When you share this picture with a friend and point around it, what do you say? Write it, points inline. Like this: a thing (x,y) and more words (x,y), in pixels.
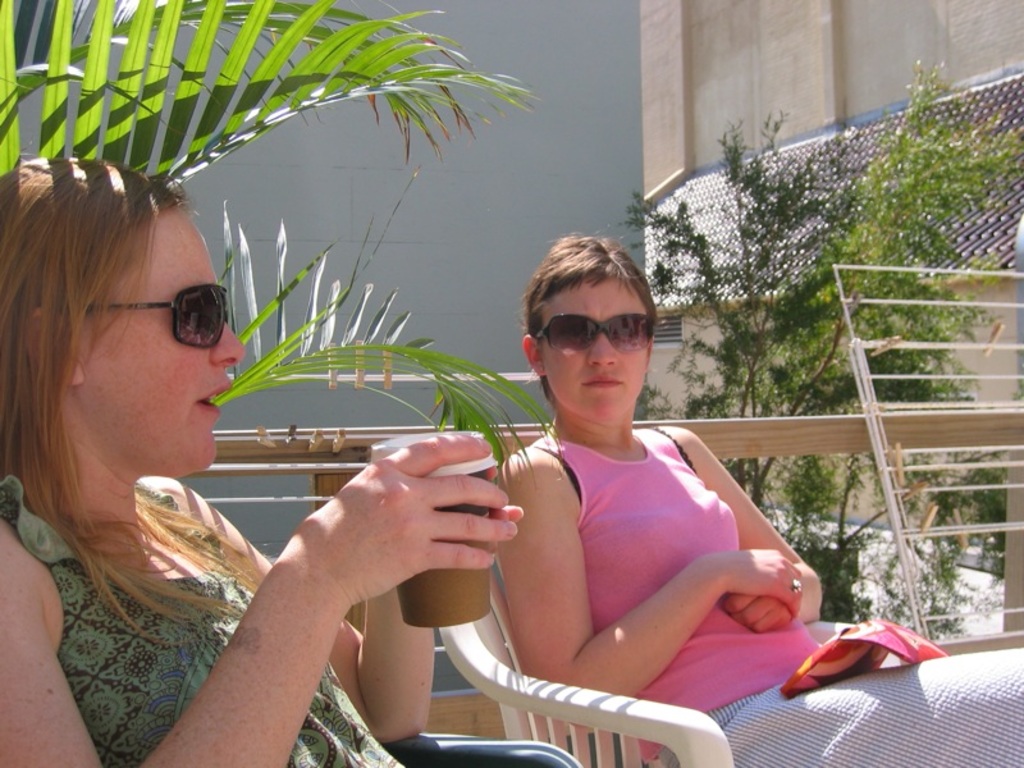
In this picture we can observe two women (603,573) sitting in the chairs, wearing spectacles (191,308). One of the woman (274,701) is holding a cup (415,579) in her hands (393,487). In the background (1004,440) there is a wooden railing (988,440). We can observe some trees (812,348) and a building (815,118).
